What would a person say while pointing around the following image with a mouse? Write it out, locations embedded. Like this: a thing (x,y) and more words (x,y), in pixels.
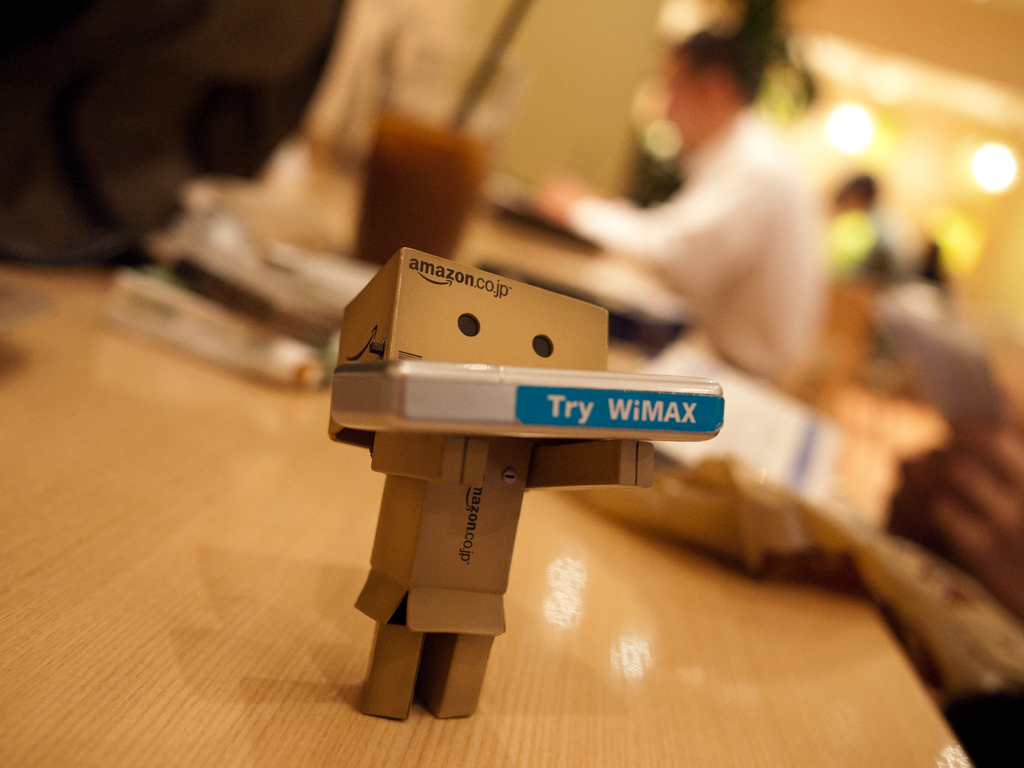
This picture is clicked inside. In the foreground (784,664) there is a wooden table (741,617) on the top of which boxes (493,509) and some other items (285,317) are placed. The background of the image (934,117) is blurry and we can see a person (742,214) sitting on the chair (796,361) and seems to be working and we can see the lights (1002,168), wall (958,207) and group of persons (918,280).
